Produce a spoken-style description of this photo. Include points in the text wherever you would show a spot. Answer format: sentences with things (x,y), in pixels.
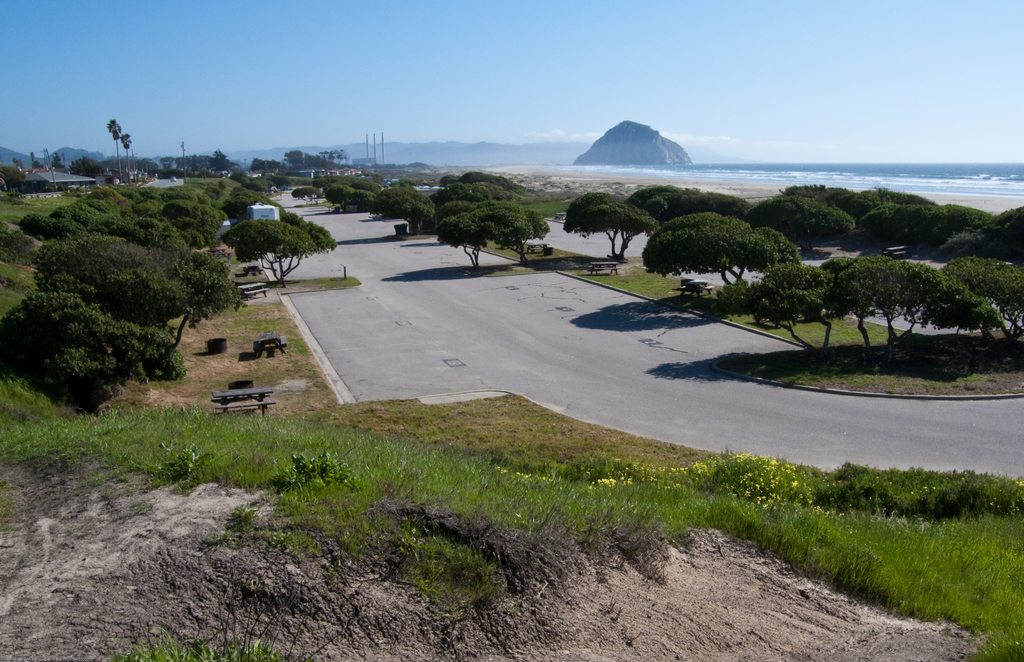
On the left side (122,555), there is dry land (106,543) near grass (366,459) on the ground (445,497). In the background (329,213), there is a road (394,291). On both sides of this road (345,228), there is grass (644,269) and there are trees (931,276), there is another road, there is water (994,187), there are mountains (420,146) and there is blue sky (501,79).
